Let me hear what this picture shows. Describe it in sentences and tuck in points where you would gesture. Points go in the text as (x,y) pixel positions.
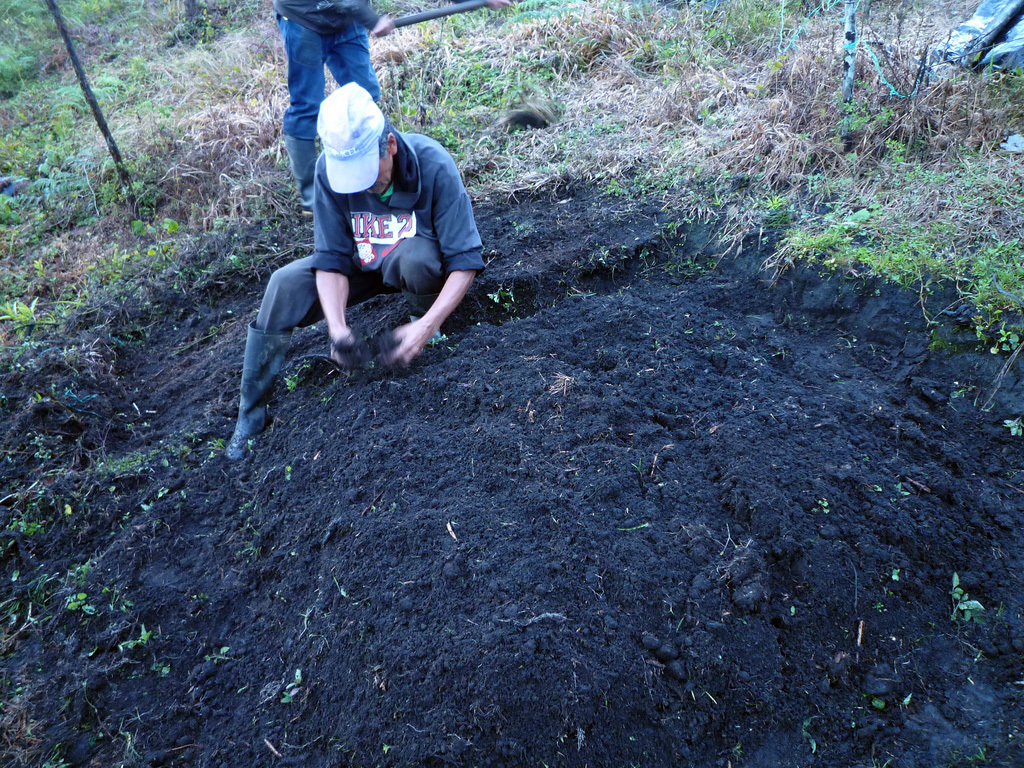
In this image there are two men (347,227), one man (354,217) is digging the soil (388,319) and another man (337,46) is standing behind him, in background (445,116) there is grass (442,80).
